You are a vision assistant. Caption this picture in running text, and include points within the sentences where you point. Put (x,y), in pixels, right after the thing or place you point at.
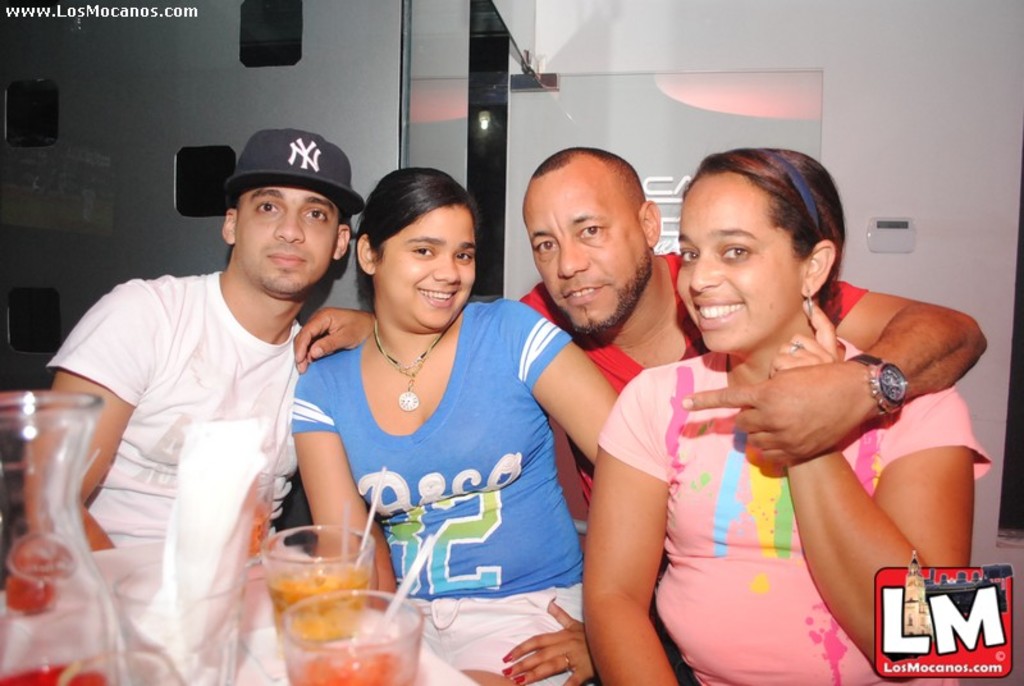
In this image, there are a few people (606,661). We can see some objects (158,581) like glasses (239,616) at the bottom (41,564). We can also see a watermark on the bottom right (908,677). In the background (226,150), we can see the wall (235,114) with a door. We can also see some text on the top left corner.
